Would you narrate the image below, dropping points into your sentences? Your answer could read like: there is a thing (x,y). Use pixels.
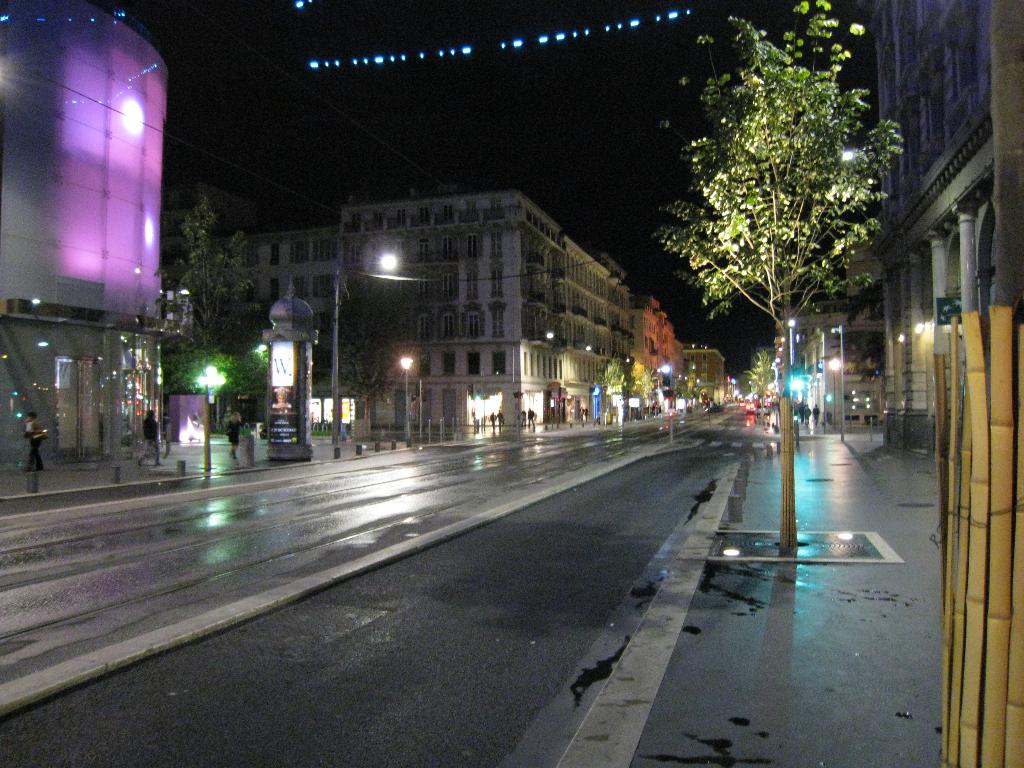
In this picture we can see the buildings (410,256), pillars (271,404), trees (203,348), lights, boards (620,406), poles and some persons (812,406). At the bottom of the image (408,607) we can see the road (655,501). At the top of the image (519,40) we can see the lights (519,40) and sky (557,96).
